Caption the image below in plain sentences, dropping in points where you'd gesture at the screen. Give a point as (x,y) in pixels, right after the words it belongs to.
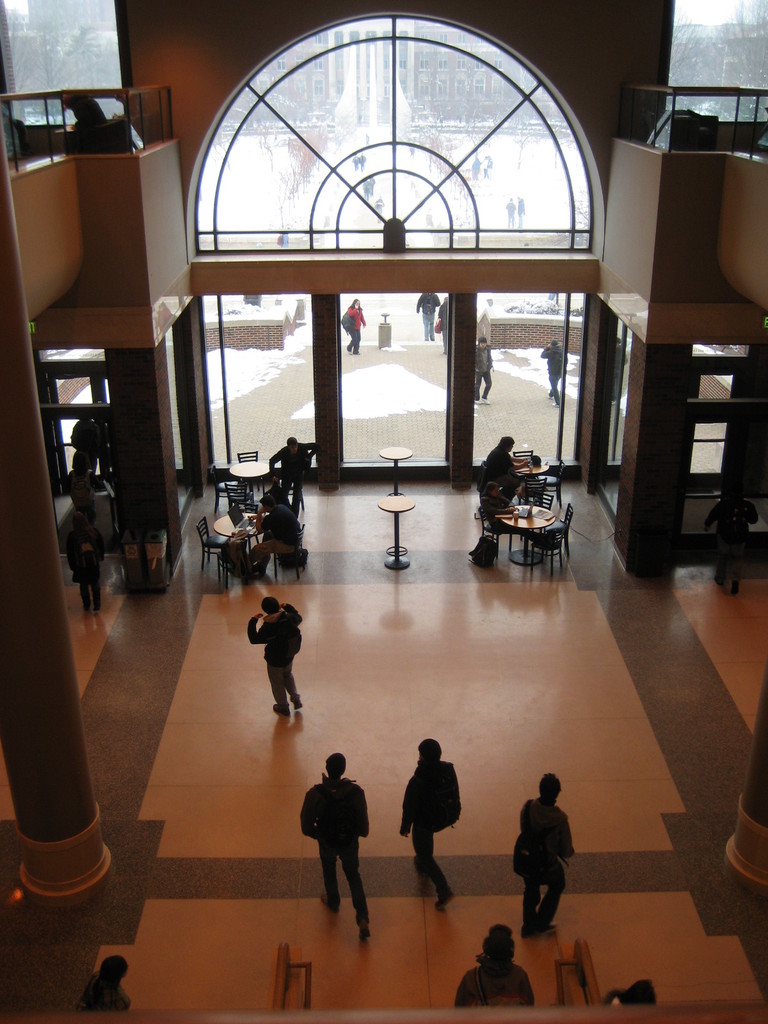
This is the picture of group of peoples (279,629), in this picture some peoples (432,822) are walking on the floor (394,718) while some peoples (296,520) are seated on the chairs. In the background (318,147) we can see some buildings (322,69) and trees (759,55).
